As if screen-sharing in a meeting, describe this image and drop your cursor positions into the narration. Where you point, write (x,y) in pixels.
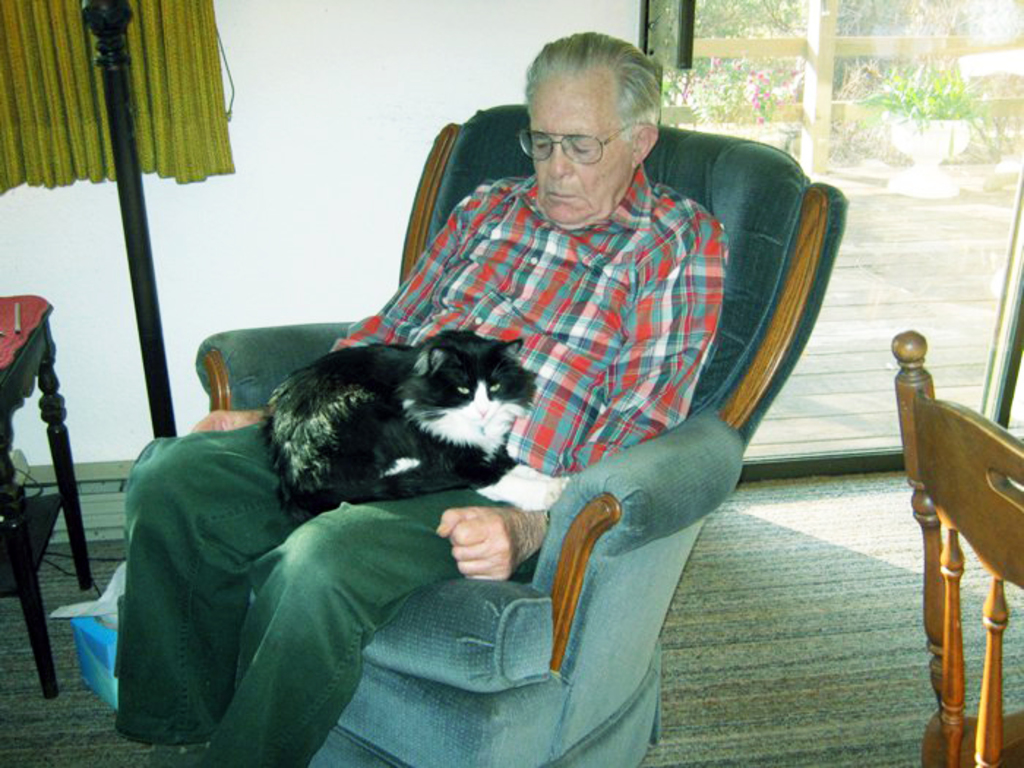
In this picture there is an old man (582,43) who is sitting on the chair (440,144) and there is a cat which is black in color on his lap (414,502), there is a chair (993,438) at the right side of the image (974,431) and there is a door (698,89) behind the man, there is a curtain (170,50) at the left side of the image (107,152).
